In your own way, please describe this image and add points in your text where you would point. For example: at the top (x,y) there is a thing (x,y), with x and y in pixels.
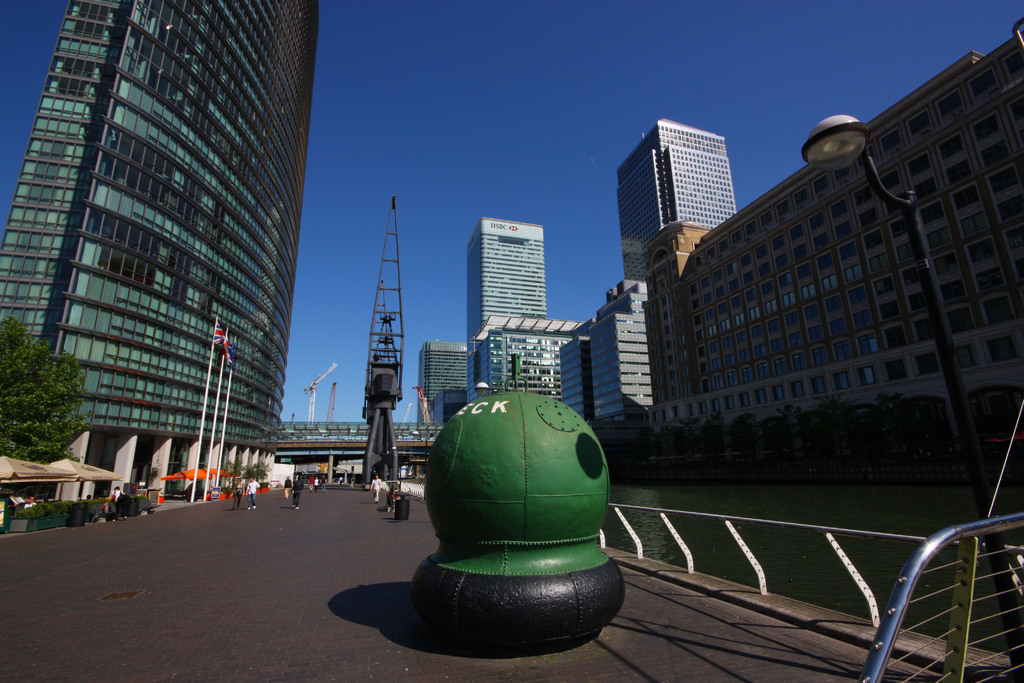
This image is clicked on the road (332,622). On the either sides of image there are buildings (896,236). To the right (847,157) there are street light poles (836,152). Beside the road (653,592) there is a railing (666,520). There are a few people (249,481) walking on the road (261,496). Beside the railing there is water (844,499). There are trees (847,433), flags (219,338) to the poles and towers (375,333) in the image. At the top (472,74) there is the sky (551,87).
